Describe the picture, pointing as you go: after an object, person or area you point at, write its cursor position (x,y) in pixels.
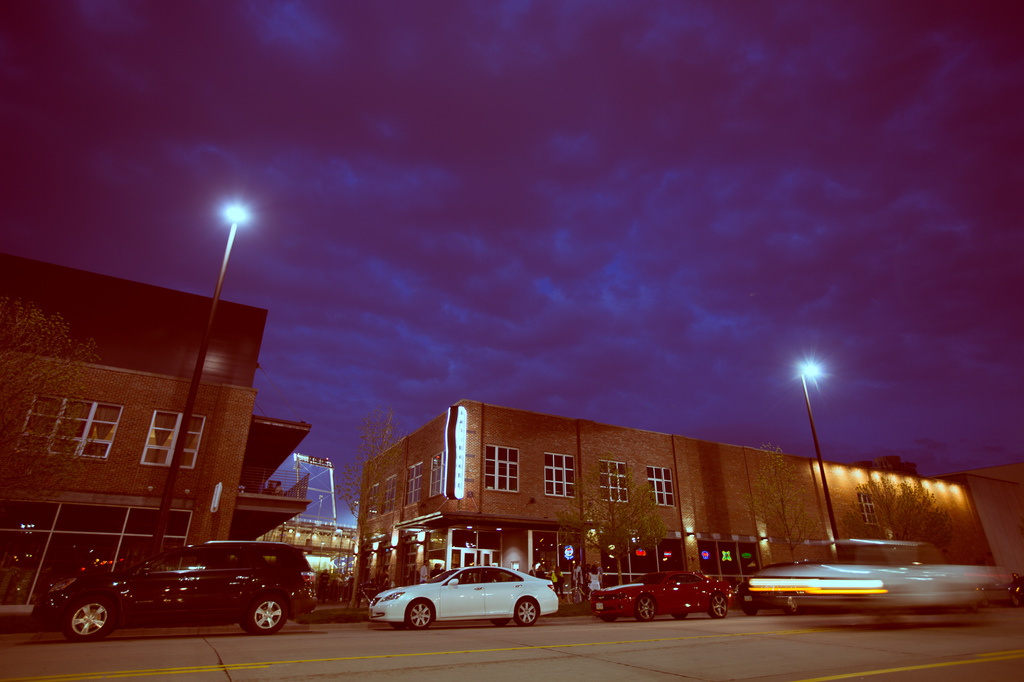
This image is taken outdoors. At the bottom of the image (582,636) there is a road (836,626). At the top of the image (682,204) there is a sky (799,204) with clouds (307,172). In the middle of the image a few cars (148,589) are parked on the road (635,642) and a car (847,569) is moving on the road (766,643). In the background (102,482) there are a few buildings (148,454) with walls (134,410), windows (492,472), pillars (395,556), doors (482,553) and roofs (231,338) and there are two street lights (235,219).
